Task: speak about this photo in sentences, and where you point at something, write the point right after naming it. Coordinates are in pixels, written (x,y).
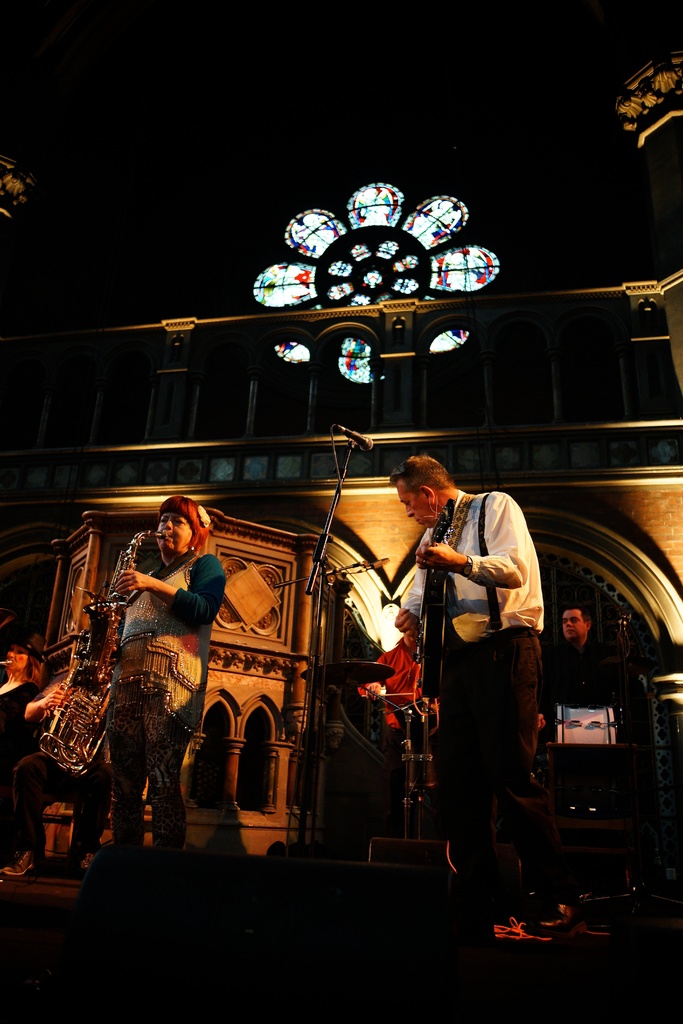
Background (142,183) portion of the picture is completely dark. We can see the painting (444,212) on the glass window (451,215). In this picture we can see the objects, people (576,621) playing musical instruments (431,617) and we can see the designed wall (395,560), railing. Partial part of the pillars (672,119) are visible. Bottom portion of the picture (364,990) is dark.
